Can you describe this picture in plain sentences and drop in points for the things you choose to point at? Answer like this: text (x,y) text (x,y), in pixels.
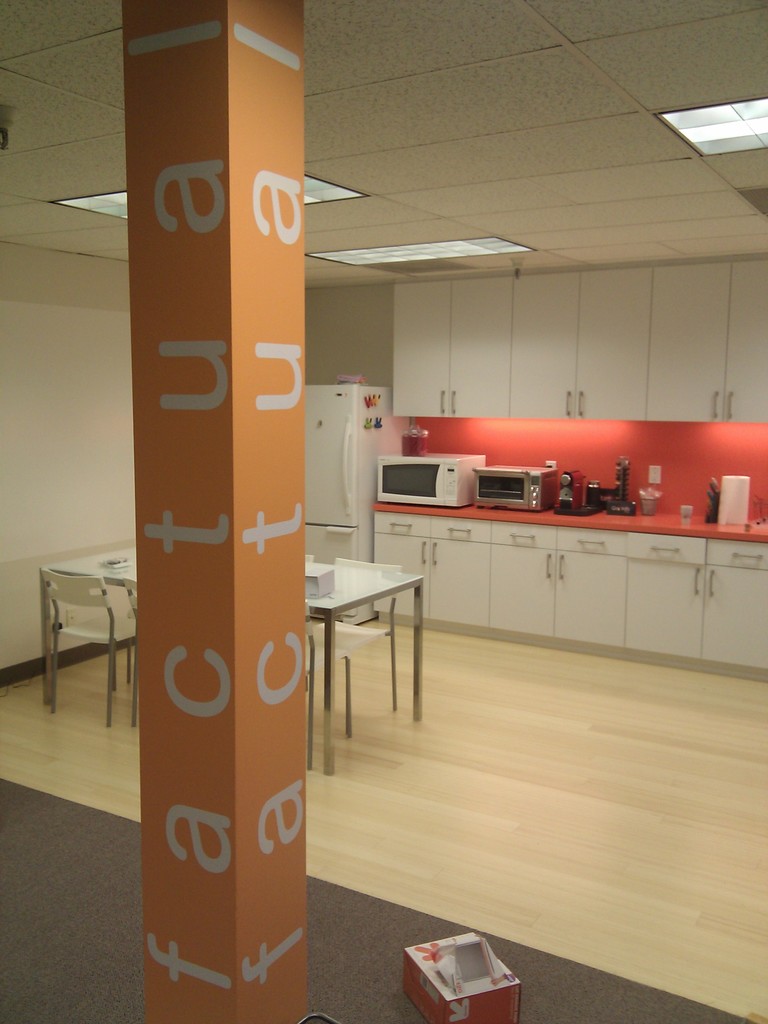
In this image in the front (281,510) there is a pillar (264,498) with some text (264,532) written on it, and in the center (309,598) there is a table (365,585), on the table (343,592) there is an object (324,589) which is white in colour and there are chairs (107,617). There is a refrigerator (342,513) which is white in colour and on the platform (395,507) there are microwave ovens (457,481), there are objects (580,500) which are black in colour and there is an object (736,510) which is white in colour and on the wall (391,371) there are wardrobes (523,358) which are white in colour.
